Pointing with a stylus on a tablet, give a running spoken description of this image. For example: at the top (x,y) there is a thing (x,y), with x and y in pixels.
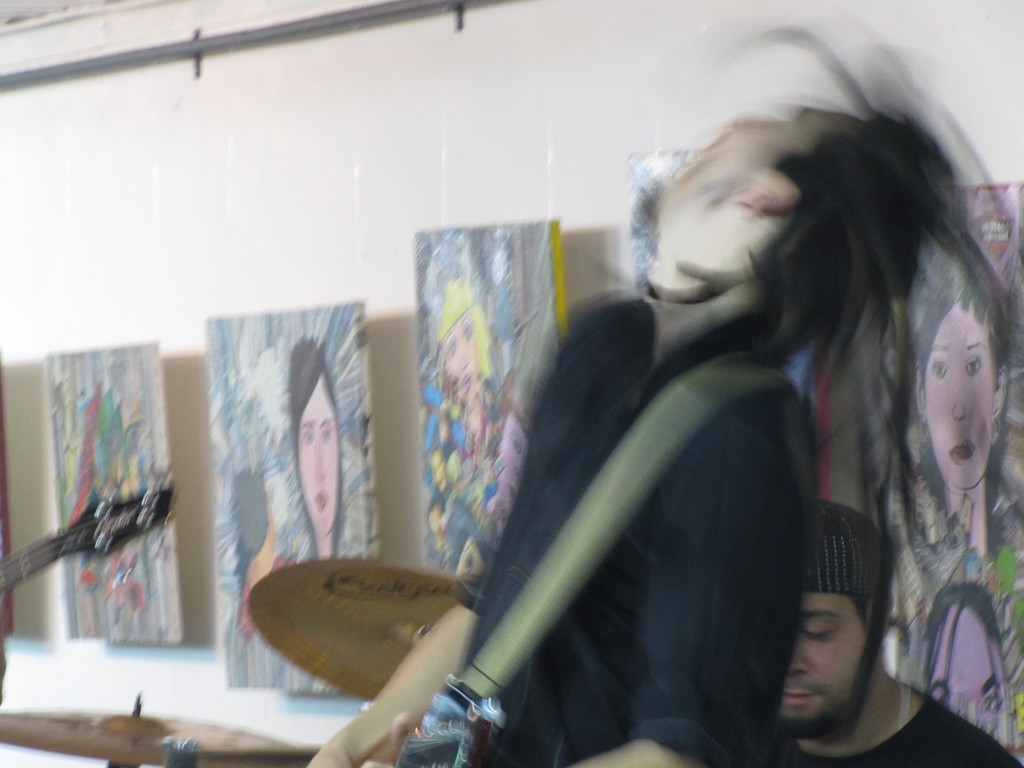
In the foreground of the picture (593,545) there is a person (613,692) playing guitar (477,764), behind him there is another person (806,650) playing drums (277,599). On the left (113,548) there is a guitar (128,521). In the background (333,306) there are frames (518,304) on the wall (325,272). At the top (234,41) it is pipe (303,27).
